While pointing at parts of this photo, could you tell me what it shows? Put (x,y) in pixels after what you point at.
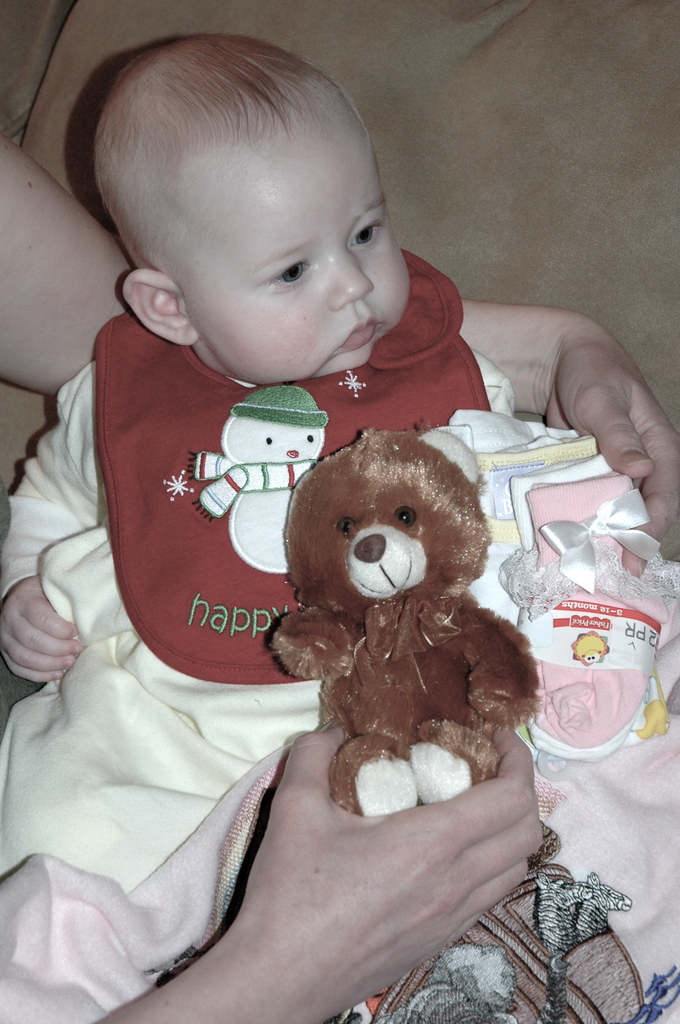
Here I can see a person (37,310) is carrying a baby (228,369) and holding a toy (436,642). The baby (130,385) is looking at the right side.
